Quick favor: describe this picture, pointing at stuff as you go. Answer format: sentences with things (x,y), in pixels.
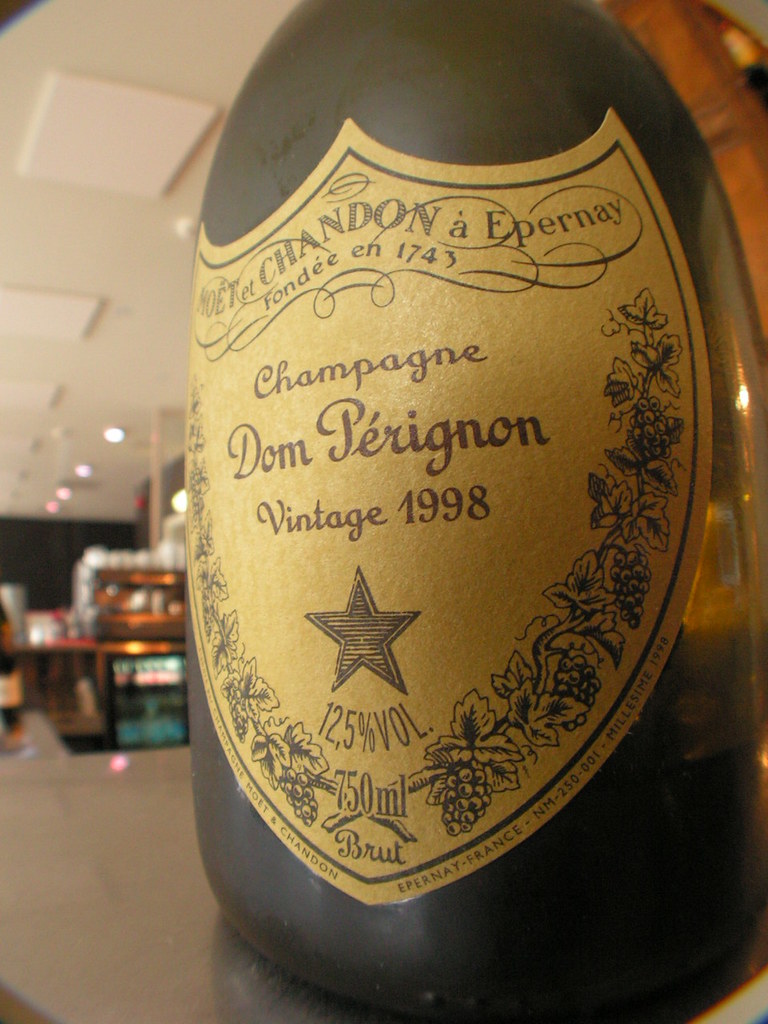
In this image we can see a champagne bottle (503,534) with a label (422,503) on it placed on the table (100,926). In the background (75,712) we can see cupboards (97,715) and ceiling (109,445) with lights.
